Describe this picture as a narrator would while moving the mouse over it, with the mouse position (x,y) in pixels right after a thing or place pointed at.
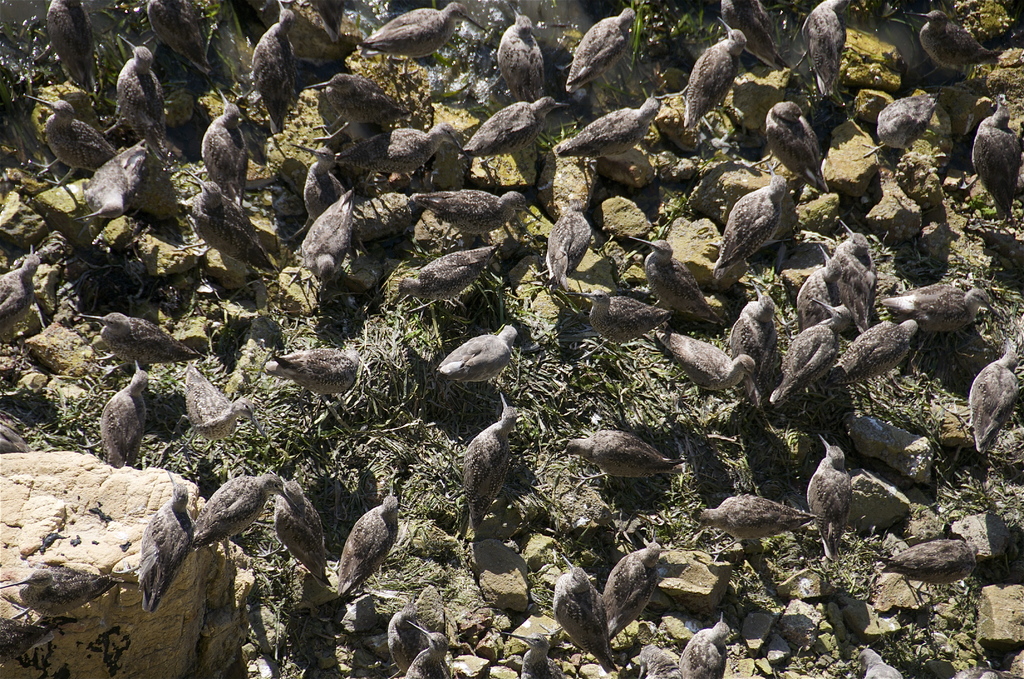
In this image I can see many birds (232,192) in brown and white color and I can also see the rock (105,566).
